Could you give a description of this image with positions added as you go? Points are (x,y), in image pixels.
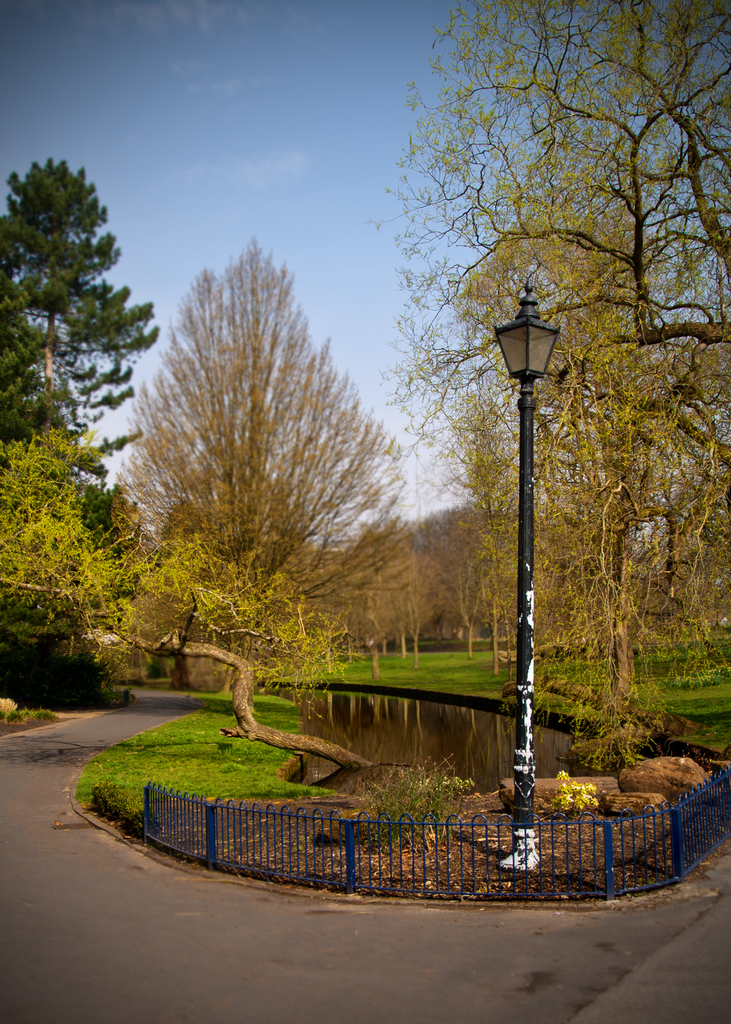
This image consists of many trees (3,584). At the bottom (242,995), there is a road (159,961). In the middle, there is water (396,723) and fencing (695,802). In the front (534,560), there is a pole (521,618). At the top (239,66), there is sky (210,112).
